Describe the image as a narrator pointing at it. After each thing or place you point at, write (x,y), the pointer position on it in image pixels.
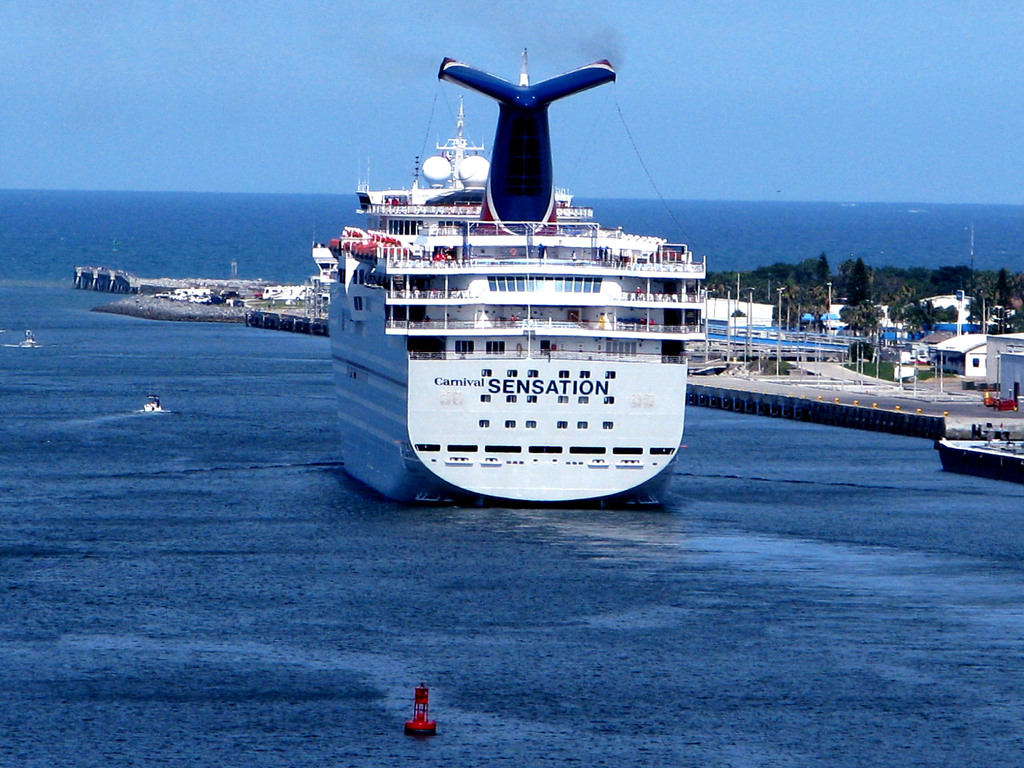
In this image there is a big ship (596,456) and small boats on the water (13,270), beside that there is a harbor (940,389) with some buildings (720,315) and trees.
